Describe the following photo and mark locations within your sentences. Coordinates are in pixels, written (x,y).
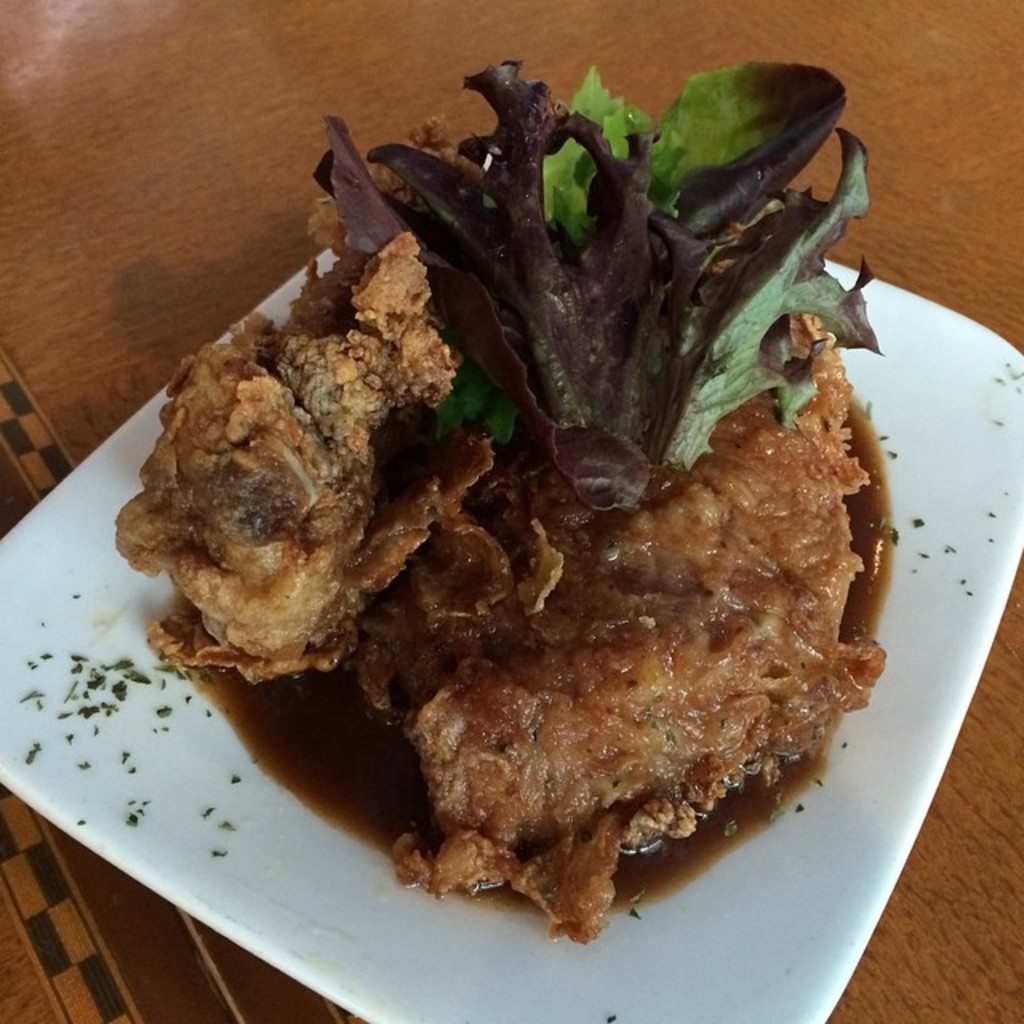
In this image there is a plate (375,953) on the table (982,971). In the plate (419,923) there is some dish (601,578) on which there are green leaves (724,311) and sauce (387,778).
